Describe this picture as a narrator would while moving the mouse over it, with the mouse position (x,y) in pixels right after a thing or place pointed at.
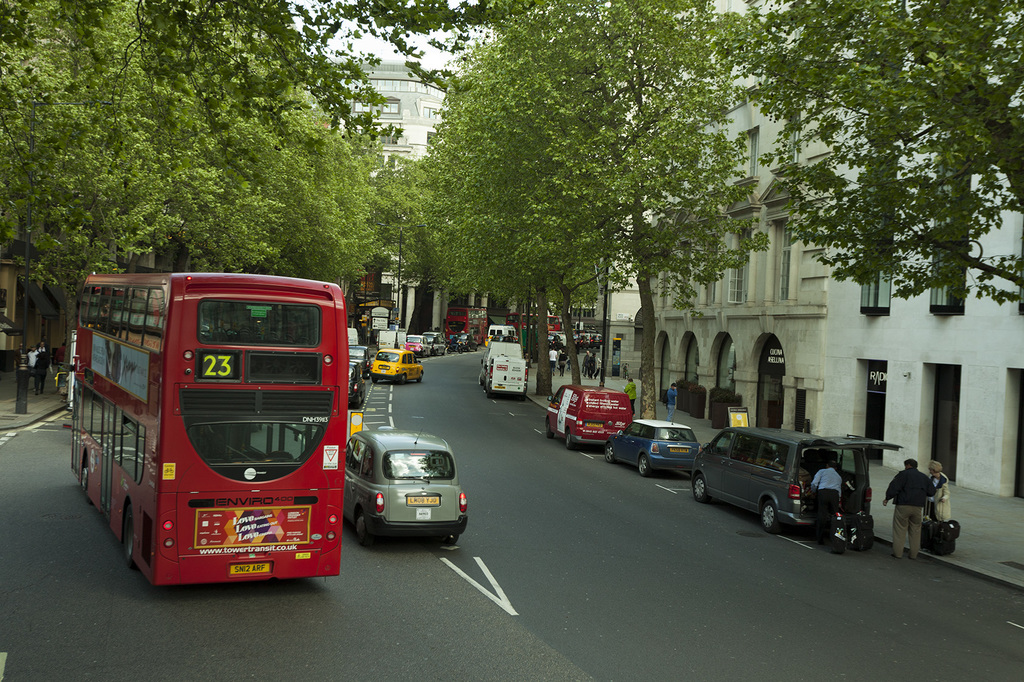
There is a road (518,573). On the roads (623,554) there are cars (363,457) and bus (230,419). On the sides of the road (25,431) there are trees (427,232). And many people (634,393) are there. Also there are sidewalks (617,382) near to the road (746,516). On the right side (789,334) there is a building (725,305) with windows (727,355) and arch (782,357). And there is a vehicle (794,455). Near to that some people (900,500) are standing. Also there are some bags (948,527). In the background (424,114) there is a building (410,119).
